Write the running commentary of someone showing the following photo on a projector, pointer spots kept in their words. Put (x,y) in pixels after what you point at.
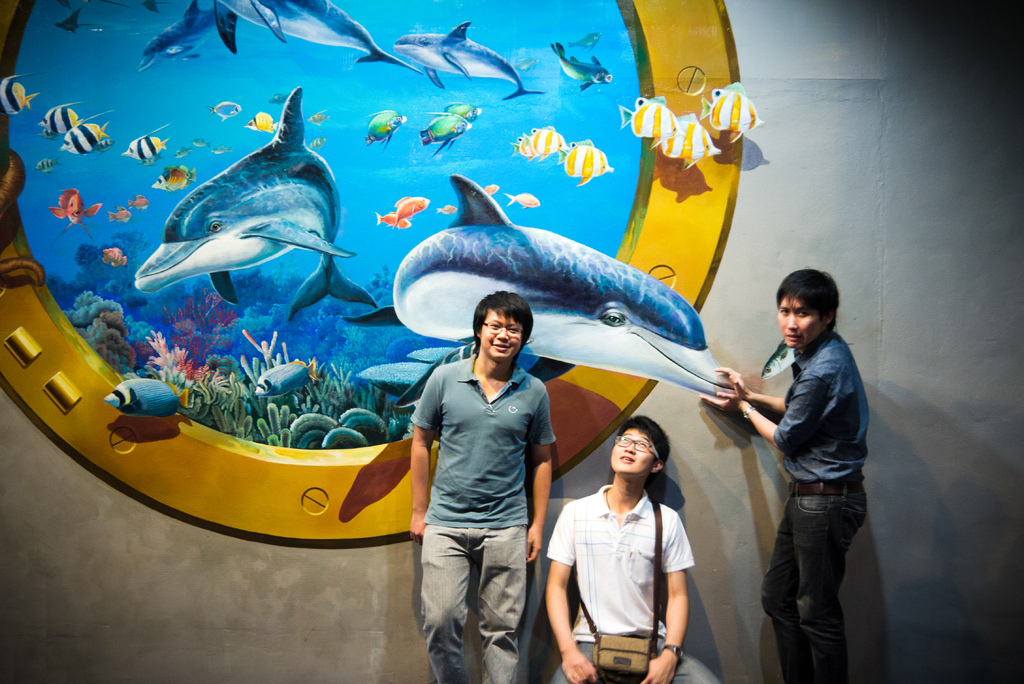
In this image, there are two persons (861,400) in the bottom right of the image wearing clothes (811,425) and standing in front of the wall (736,286). There is an another person (611,485) between these two persons (824,426) wearing a bag (638,664).
